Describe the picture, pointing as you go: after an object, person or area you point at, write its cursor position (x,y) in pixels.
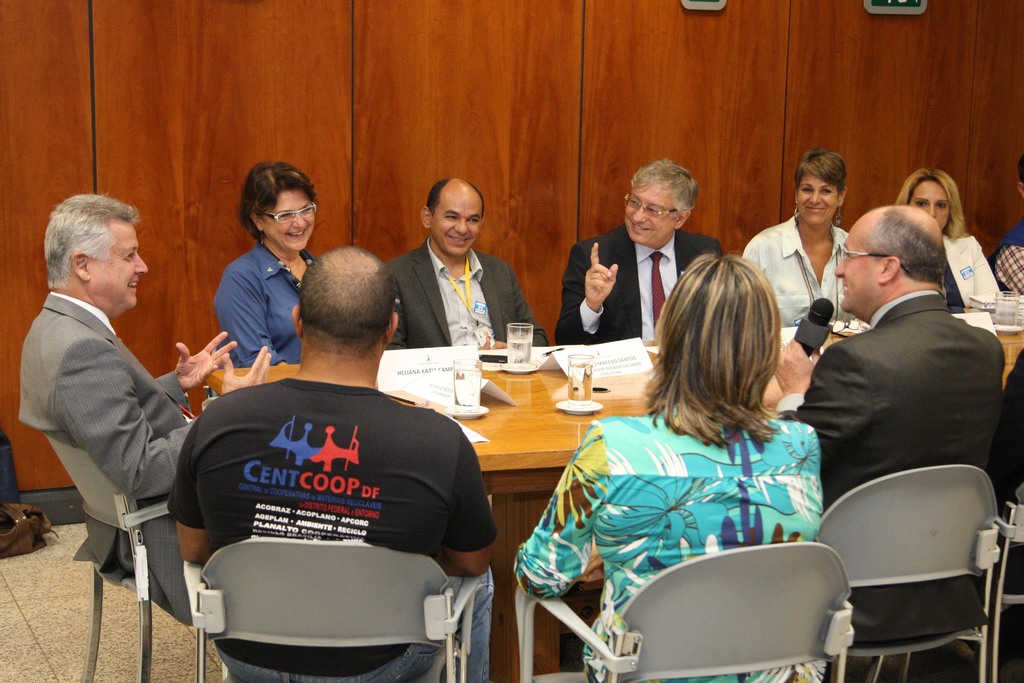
There are group of persons (579,315) sitting in chairs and there is a table (560,373) in front of them which has a glass of water (576,388) and some papers (562,355) on it and the person (919,373) in the right (920,366) is speaking in front of a mic (822,334).
